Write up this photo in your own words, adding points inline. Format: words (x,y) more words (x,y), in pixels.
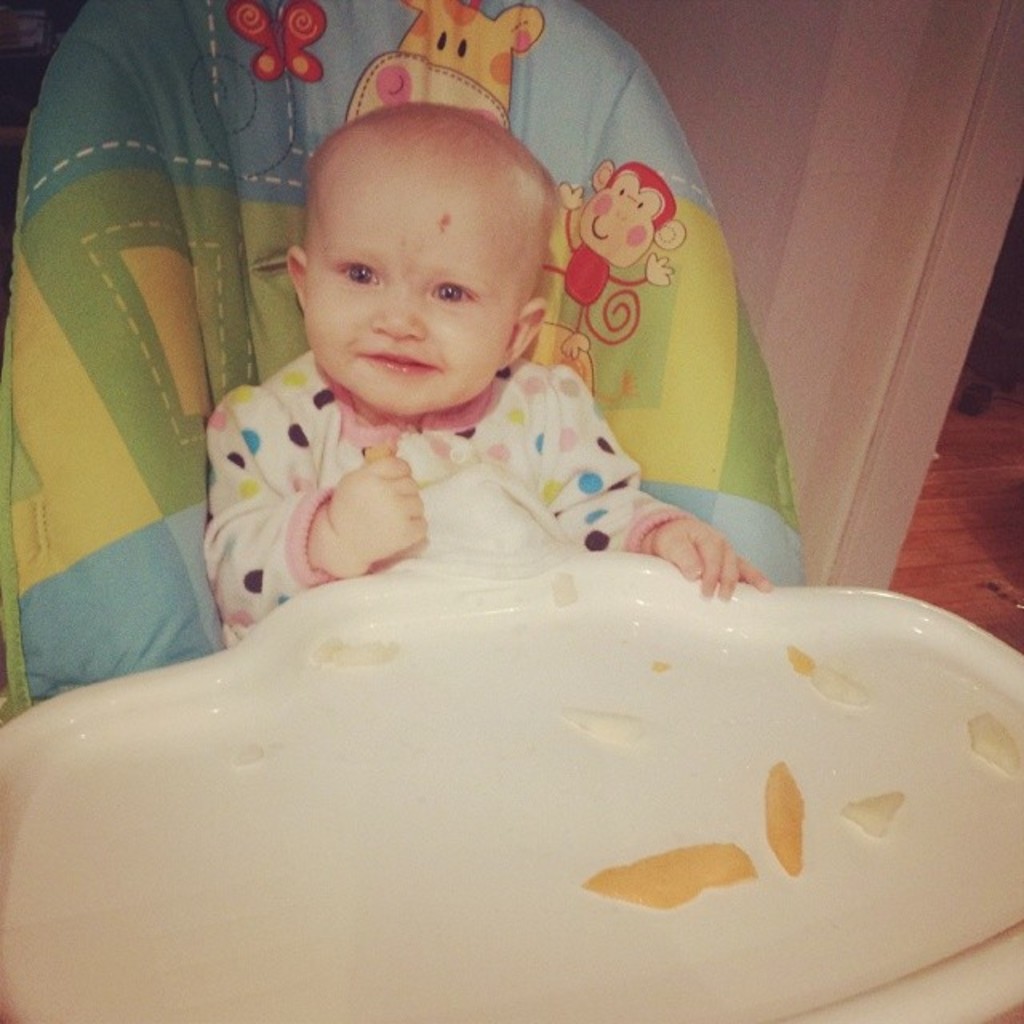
This picture shows baby (527,448) seated in the chair (104,492) and we see a table (638,573) and some pieces (643,871) on it.
